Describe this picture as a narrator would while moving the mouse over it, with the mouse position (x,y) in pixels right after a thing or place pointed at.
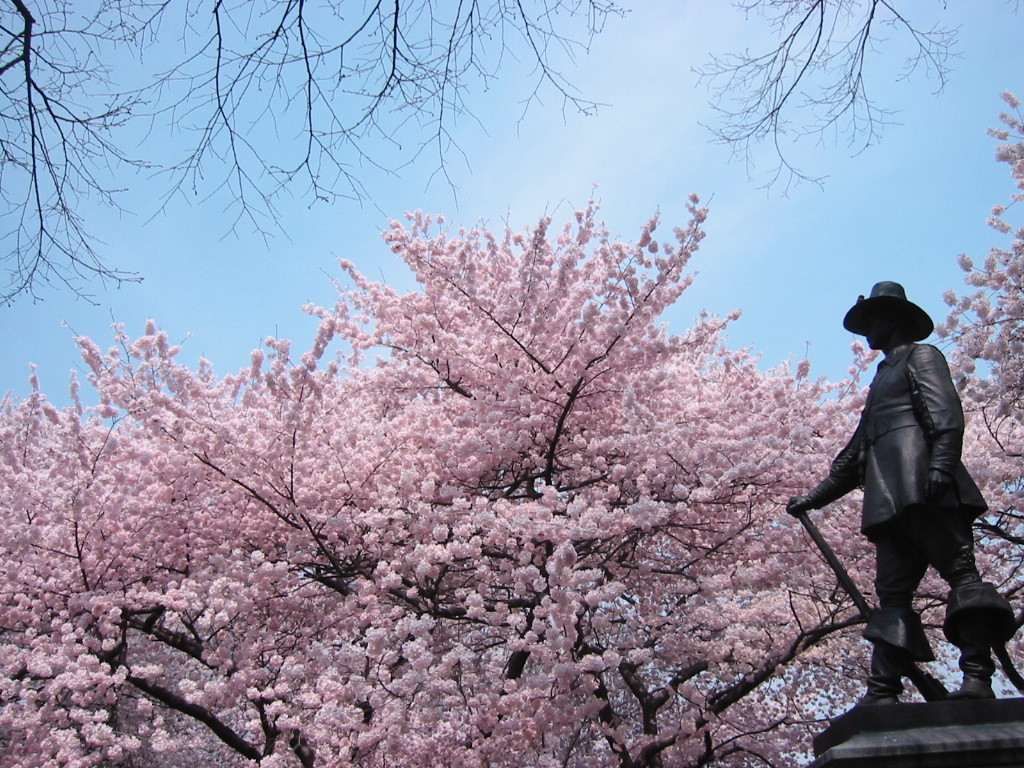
In this image I can see the tree (329,544) which is in pink color. To the right (896,390) I can see the statue (875,467) of the person (880,393). In the background (348,162) there is a sky (348,162).
